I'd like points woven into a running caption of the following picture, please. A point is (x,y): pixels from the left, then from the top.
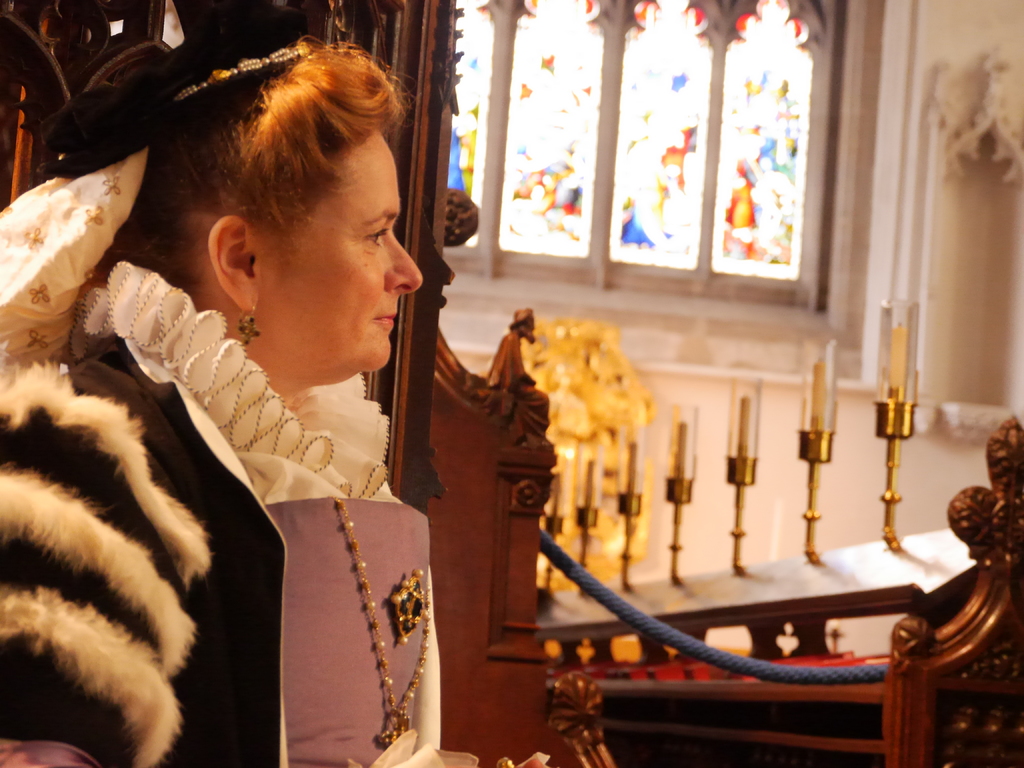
In this image in the foreground (220,412) there is one woman (239,406) who is sitting, and in the background (908,388) there are some candles (895,386), rope (714,648), stand (919,607) and some objects (464,625). And in the center (591,282) there is a window (762,160), and in the background (945,166) there is a wall (876,336).
